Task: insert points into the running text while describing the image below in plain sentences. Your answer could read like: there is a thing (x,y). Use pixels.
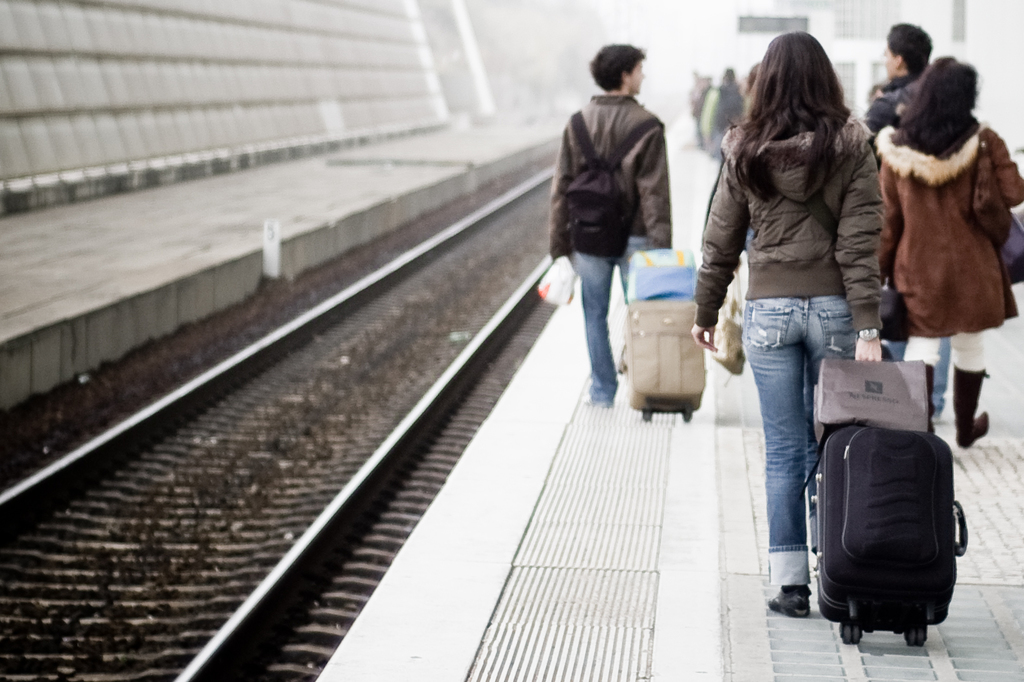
This picture describes about group of people (778,248), few people (795,254) are holding their baggage (831,448) in their hands (860,354) and walking, besides to them we can find tracks (305,386).
